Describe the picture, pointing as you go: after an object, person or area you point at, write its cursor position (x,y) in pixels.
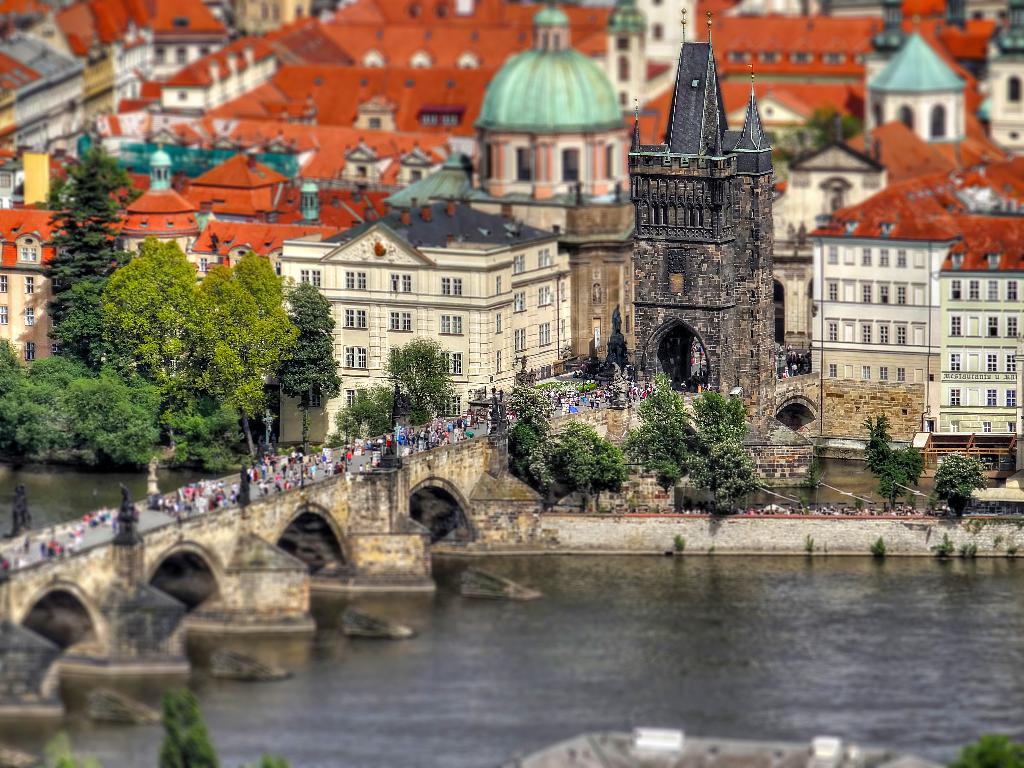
In this image there are many buildings (497,263) and also tower (675,251). Image also consists of trees (242,323) and many people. There is also river (612,647) and a bridge (232,587) to cross the river (600,650).
